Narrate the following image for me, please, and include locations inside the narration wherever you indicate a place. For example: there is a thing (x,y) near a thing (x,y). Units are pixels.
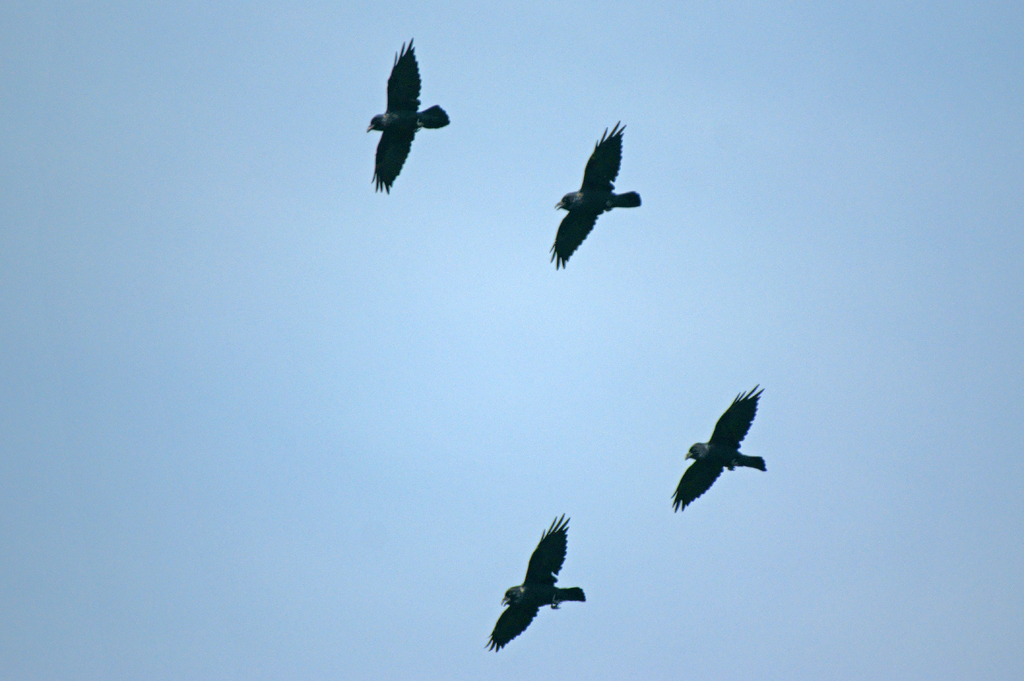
In this image we can see four birds (522,608) in the sky (442,359).
